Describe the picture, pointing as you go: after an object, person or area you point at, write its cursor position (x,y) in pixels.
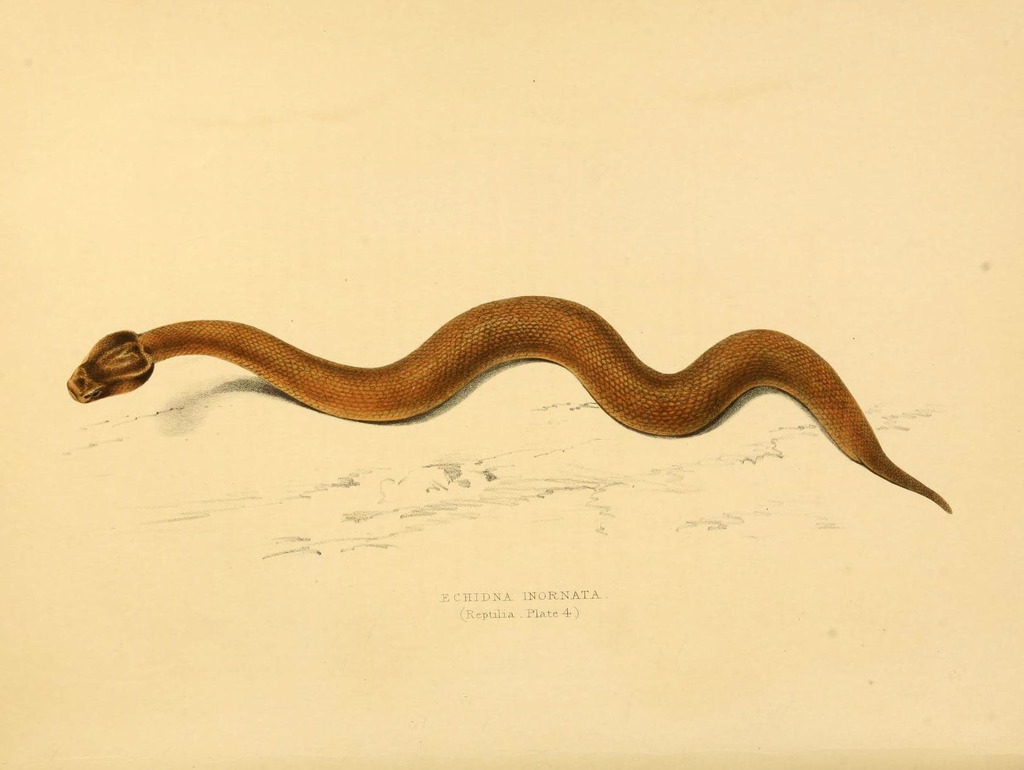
This image is a sketch. It is done on the paper (787,270) with a color pencil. In the middle of the image (498,340) there is a snake (504,359).
